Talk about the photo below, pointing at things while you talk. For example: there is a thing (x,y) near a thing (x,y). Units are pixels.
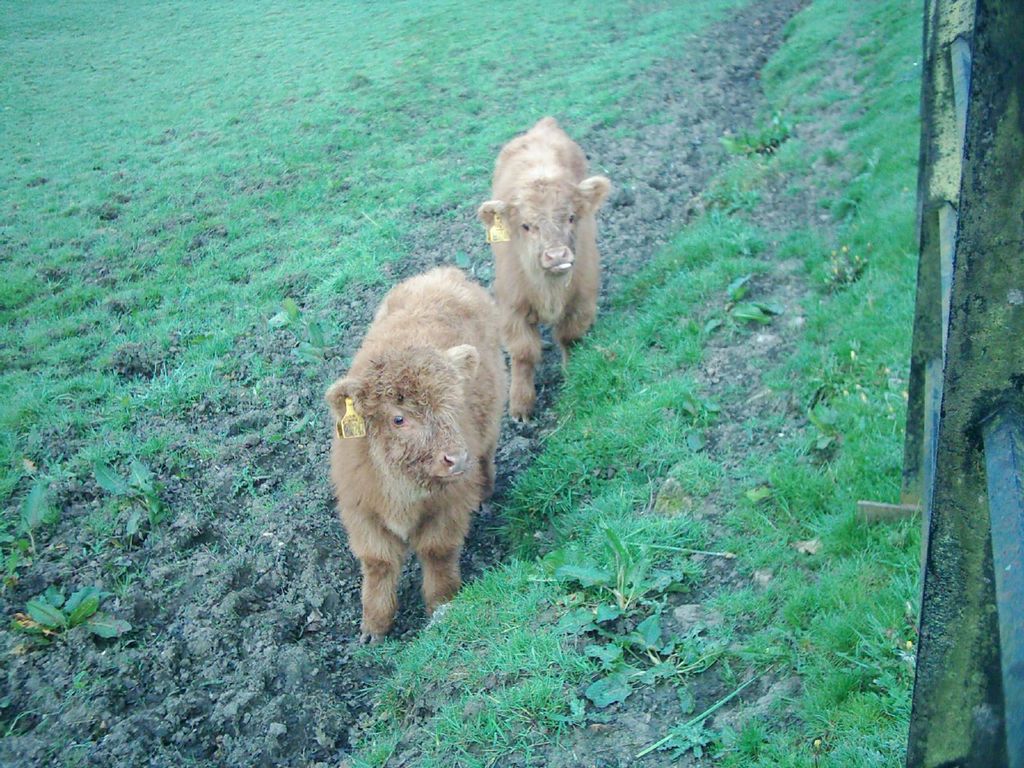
In this image we can see animals (478,325) standing on the ground (504,559). In the background (252,306) we can see grass (742,478).
